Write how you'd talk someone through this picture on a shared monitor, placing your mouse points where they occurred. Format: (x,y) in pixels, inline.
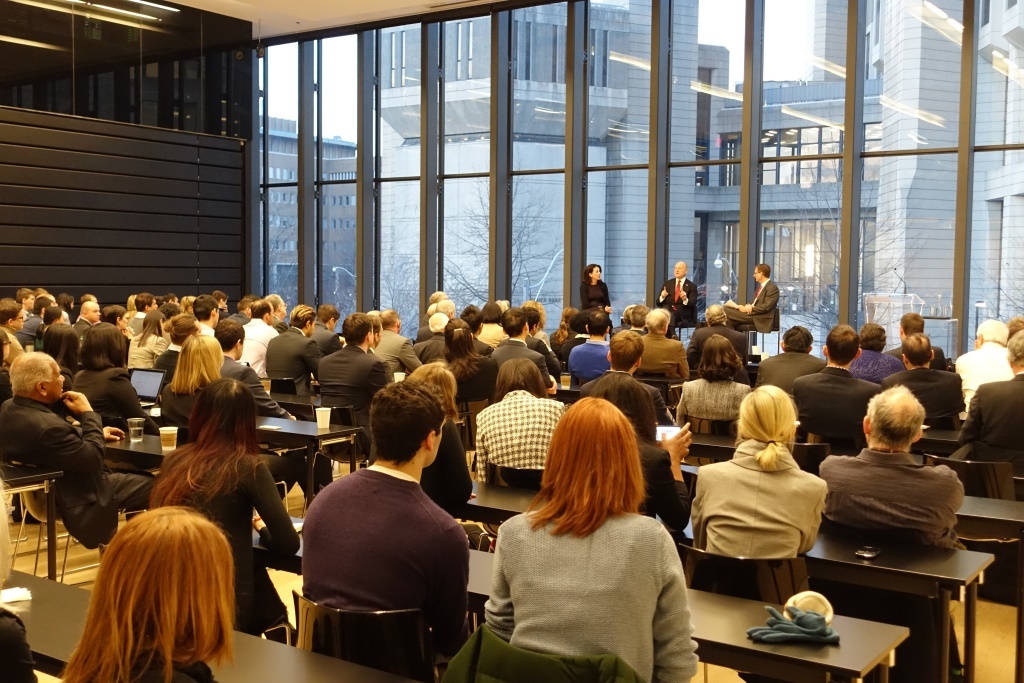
In this picture there are few persons (384,503) sitting in chairs (531,680) and there is a table (742,604) in front of them which has few objects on it and there are three persons (592,273) sitting in front of them and there is a building (769,182) in the background (774,202).
